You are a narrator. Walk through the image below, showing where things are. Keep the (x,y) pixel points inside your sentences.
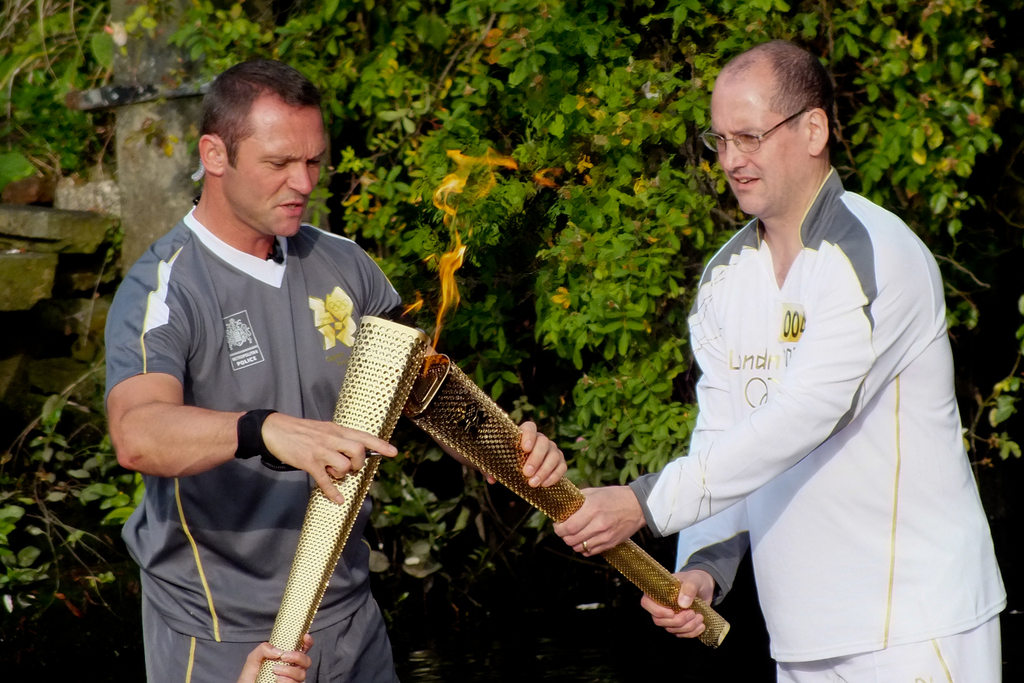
In this image there are two people (839,625) standing one on the right side (721,582) and another on the left side (253,571) and on the right (907,128), there are plants (543,338) and on the left (155,59) there are stones (185,155).
